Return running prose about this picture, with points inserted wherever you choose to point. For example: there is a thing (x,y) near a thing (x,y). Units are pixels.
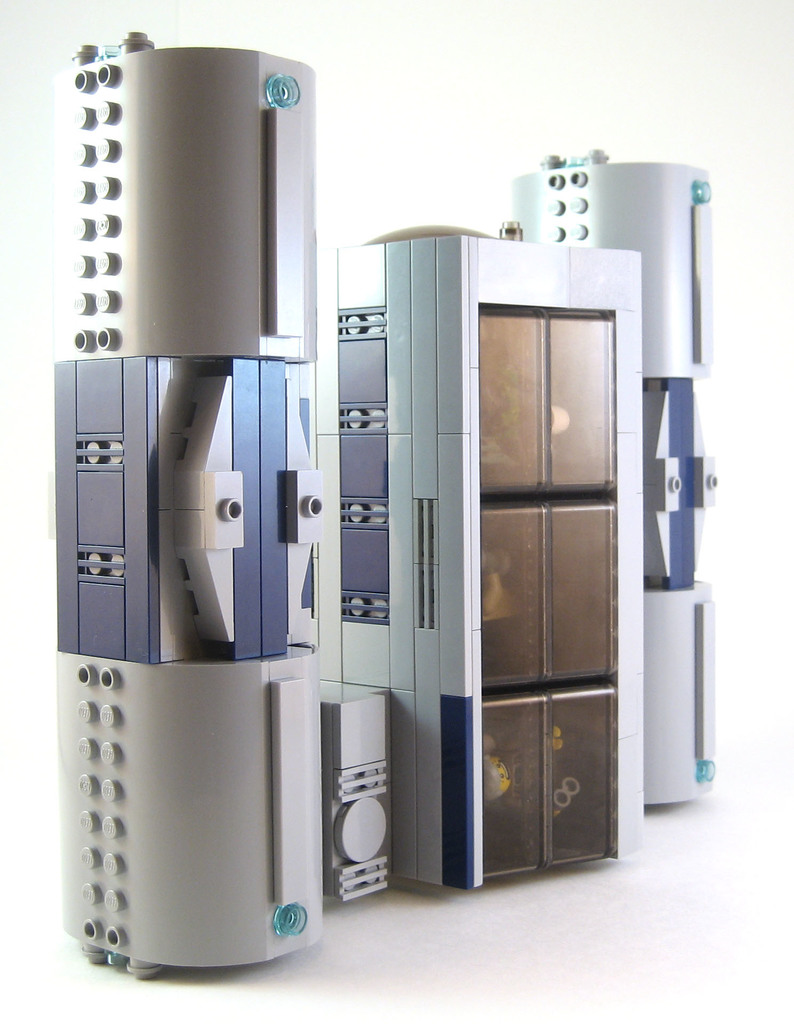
In this image, we can see machines (171,807) on the white background.
